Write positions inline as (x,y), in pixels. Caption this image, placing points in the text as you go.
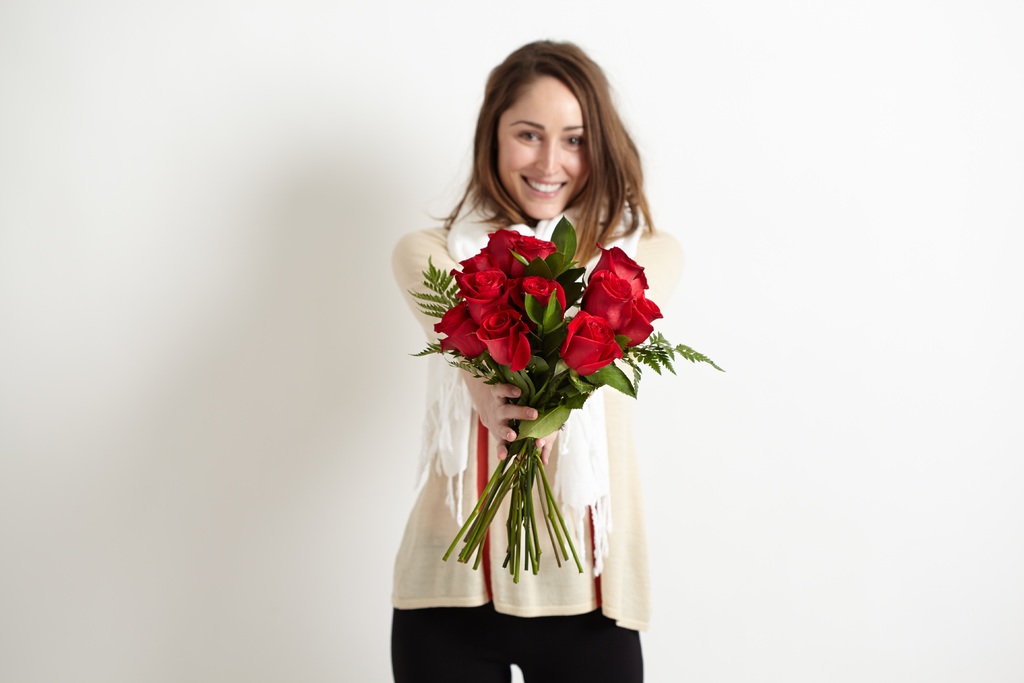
In this image we can see a woman (594,118) and the woman (467,242) is holding flowers (600,383). The background of this image (733,31) is white.
